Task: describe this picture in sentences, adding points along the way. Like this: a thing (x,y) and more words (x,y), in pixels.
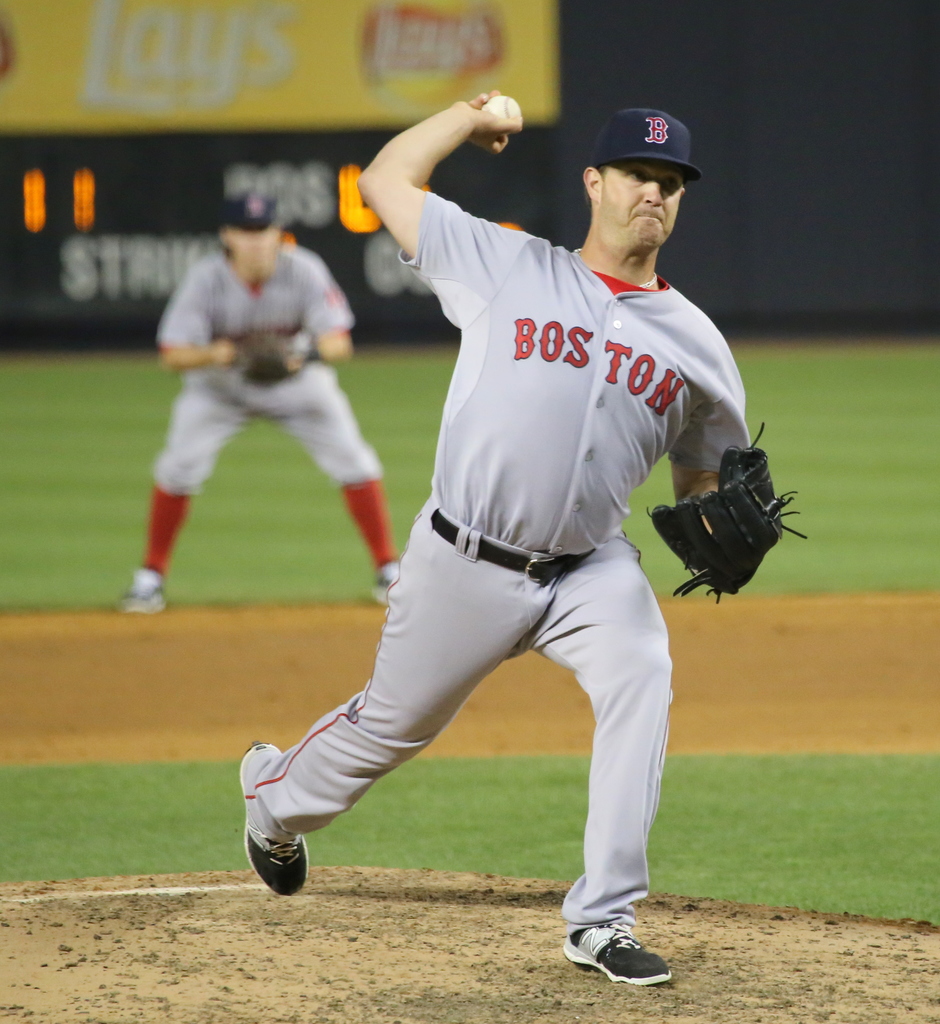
In this image I can see a person (612,378) wearing grey and red colored jersey (480,475) and black colored glove (760,544) is standing and holding a ball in his hand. In the background (545,114) I can see the ground (169,677), a person's (234,351) standing, the banner (535,105) and the score board (235,161).
